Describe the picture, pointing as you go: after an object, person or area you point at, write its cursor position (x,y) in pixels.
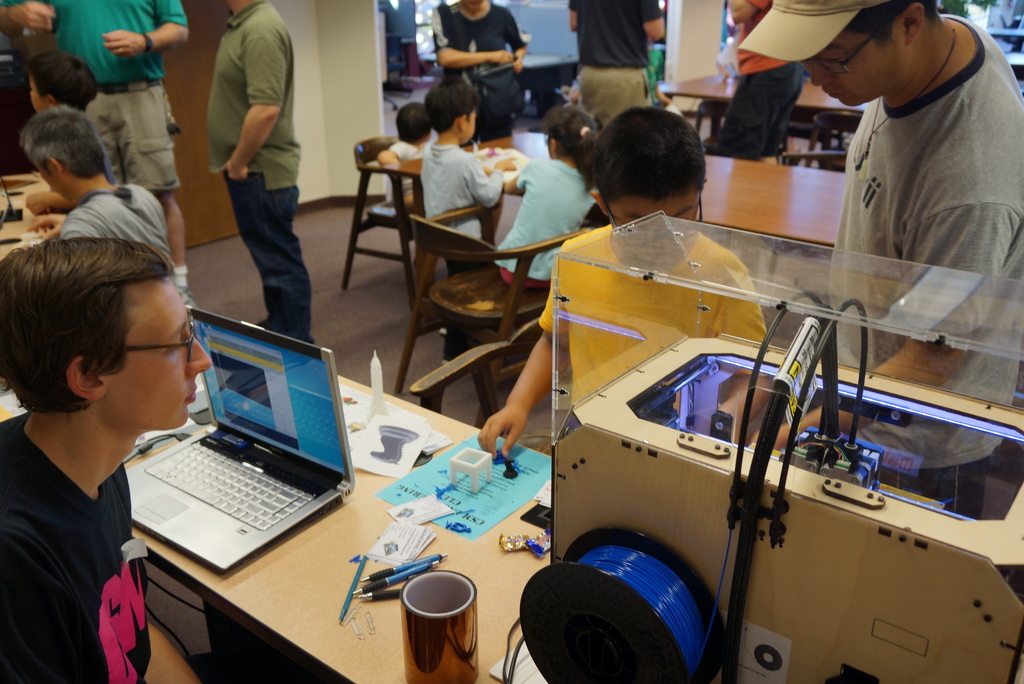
In this image i can see few people (166,30) including with children (545,185), after that i can see few chairs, tables (712,173) on which i can see few stationery items (376,575), electronic gadgets (277,429) and i can see the floor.
